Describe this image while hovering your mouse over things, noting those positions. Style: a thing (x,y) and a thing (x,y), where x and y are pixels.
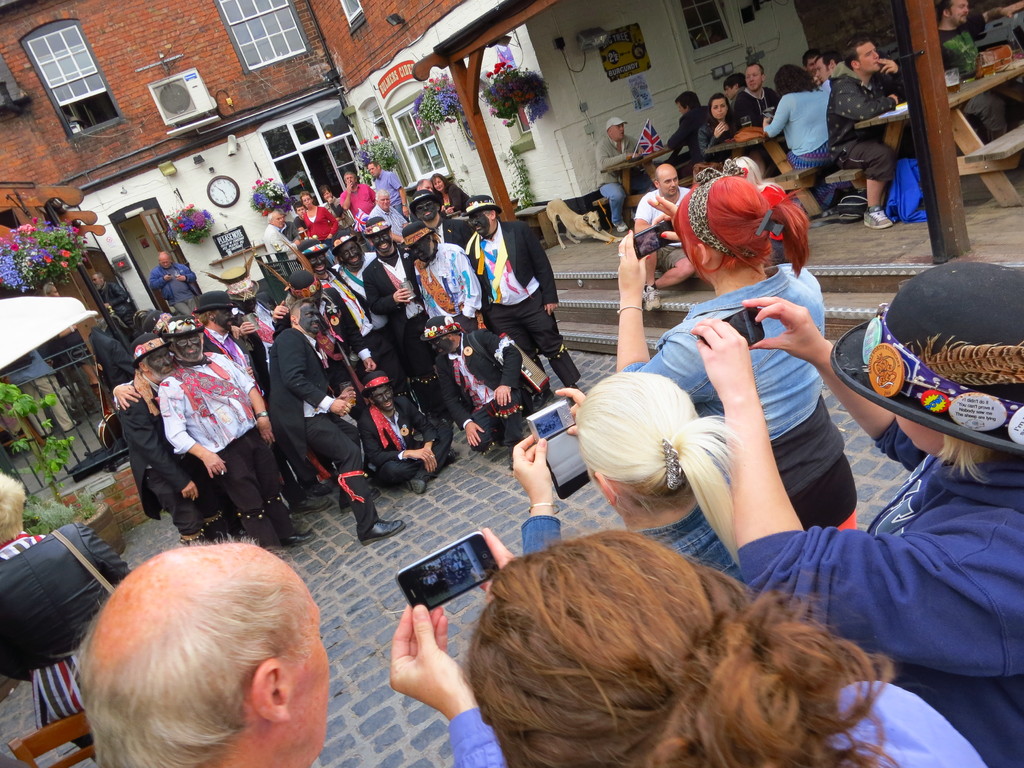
Here in this picture, in the front (616,403) we can see a group of people (727,413) standing on the ground (568,533) and clicking pictures with mobile phones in their hands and in front of them we can see number of people (374,356) standing and sitting with some costumes (277,381) and paint (354,254) on their face (441,343) and behind them also we can see other people (347,209) standing and beside them we can see number of people (810,147) sitting on benches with tables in front of them having food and we can see a building (21,84) with windows (251,14) and door (151,254) on it and we can also see flower pots (445,112) hanging over there and we can also see plants (69,438) in the middle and we can see a clock (220,204) in the middle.
